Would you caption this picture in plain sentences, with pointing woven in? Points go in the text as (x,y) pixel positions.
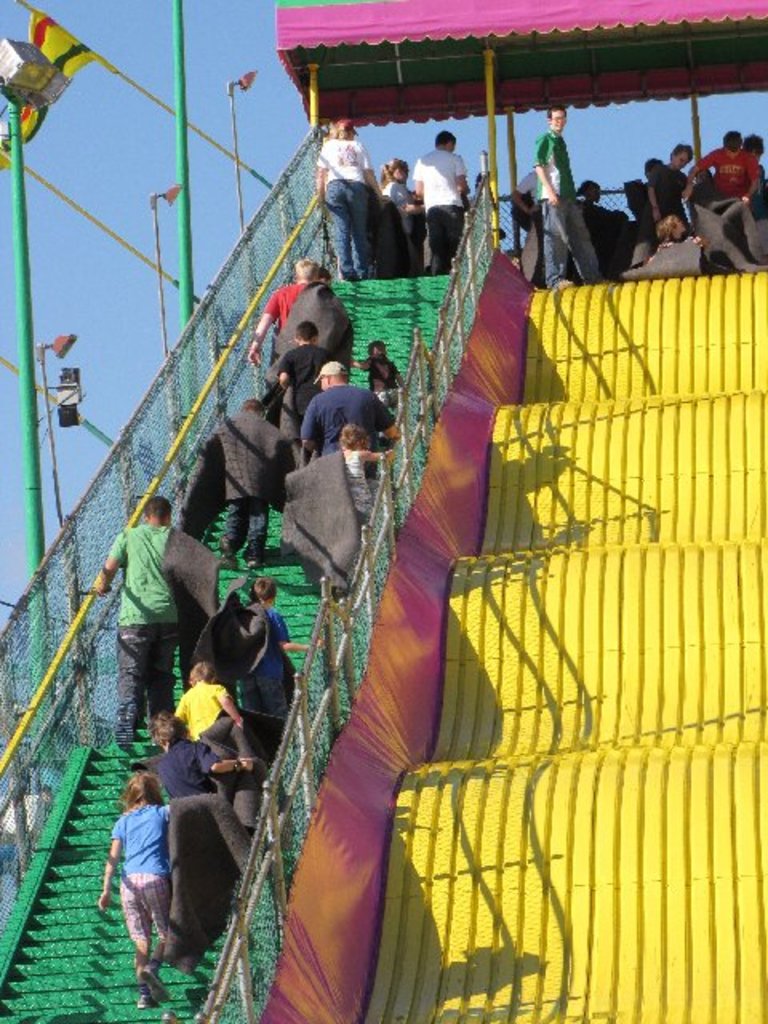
On the left side of the image (186,760) we can see stairs (196,975), mesh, some persons (252,360), poles (20,314), lights (61,373) are there. At the top of the image (381,100) we can see tent (296,24), sky (242,63) are there. On the right side of the image (687,495) slides (632,620) are there.
